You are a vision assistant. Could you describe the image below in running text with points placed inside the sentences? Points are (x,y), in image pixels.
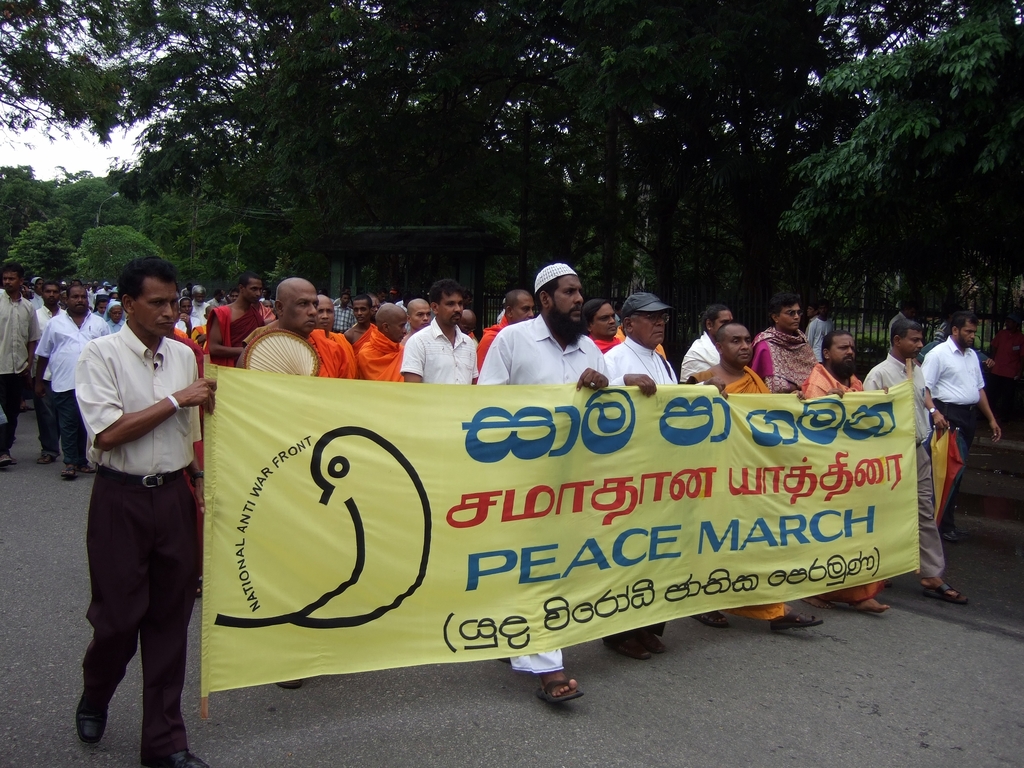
In this picture we can see group of people (62,342) on the road (207,735) and few of them are holding a banner (736,544). In the background (991,303) we can see trees (583,254), fence (676,296), and sky (103,157).
